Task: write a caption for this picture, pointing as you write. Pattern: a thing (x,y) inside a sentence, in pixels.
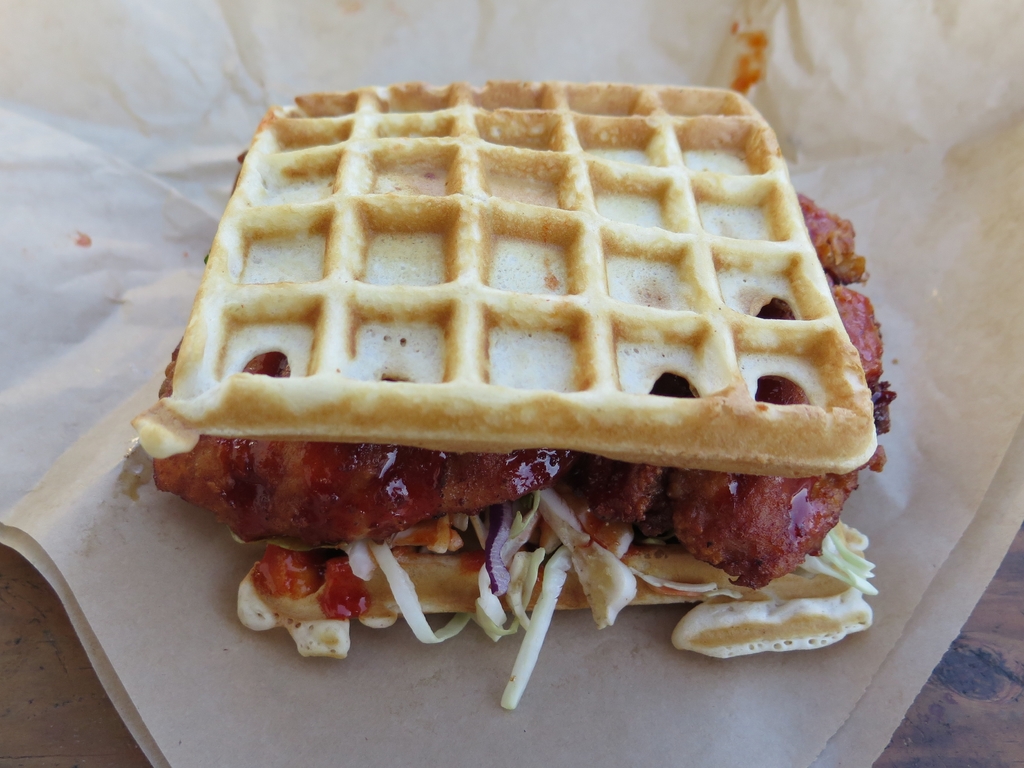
In this image I can see a food item (764,328) in the white color tissue (889,311). Food (538,318) is in white, cream, brown and red color.
